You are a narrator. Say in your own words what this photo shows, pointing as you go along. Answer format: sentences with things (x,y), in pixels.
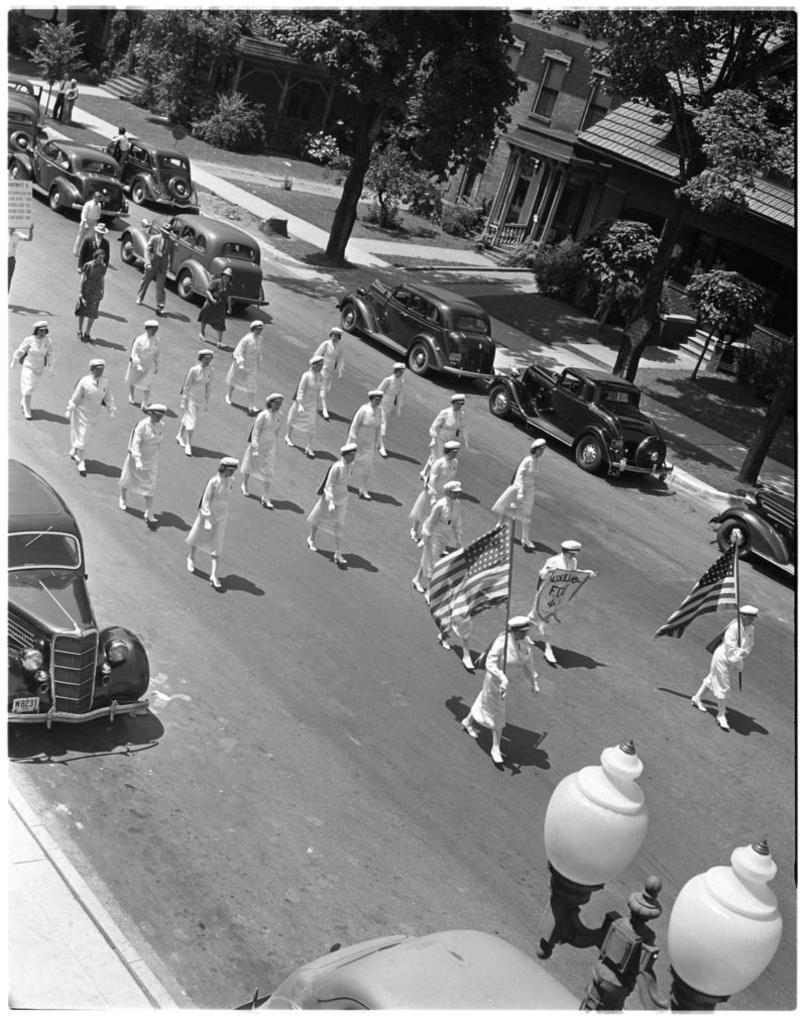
This is a black and white image. In this image we can see many persons (97,360) walking on the road (416,634) holding flags (718,587). On the right side of the image (585,406) we can see cars (736,509), trees (642,282), plants (618,271) and houses (576,129). On the left side of the image (26,626) we can see cars (43,629).
